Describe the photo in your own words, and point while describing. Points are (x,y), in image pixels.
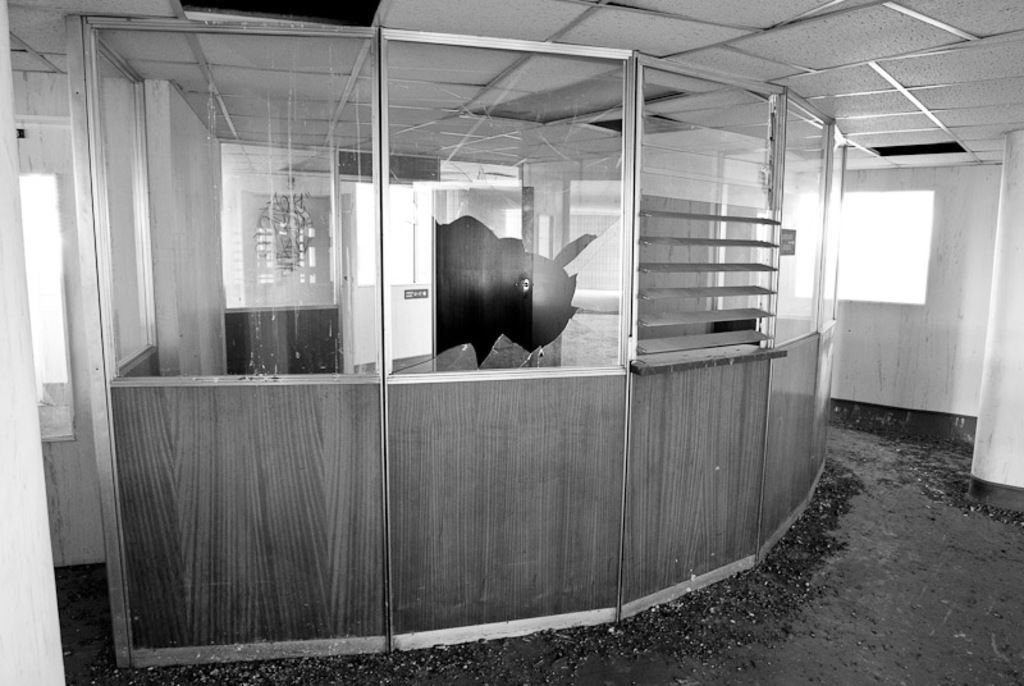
In this image in the center (651,454) there is one room (503,454) and there is a glass windows (174,251) and wooden boards (508,509), on the right side (875,263) and left side (55,308) there are two windows (59,321) and wall (92,449). On the top (839,19) there is ceiling (487,17).
